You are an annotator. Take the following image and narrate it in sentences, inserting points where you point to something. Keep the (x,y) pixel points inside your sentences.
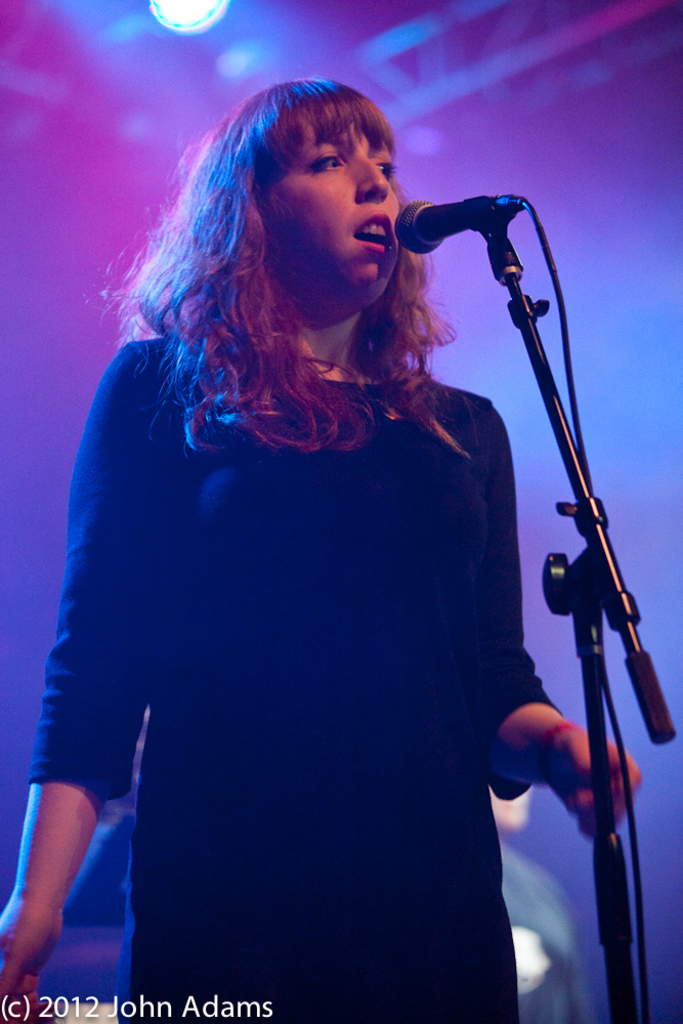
In this image there is a lady (333,670) standing in front of a mic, in the bottom left (45,1015) there is text (28,1012), at the top (205,5) there is light (206,19).
